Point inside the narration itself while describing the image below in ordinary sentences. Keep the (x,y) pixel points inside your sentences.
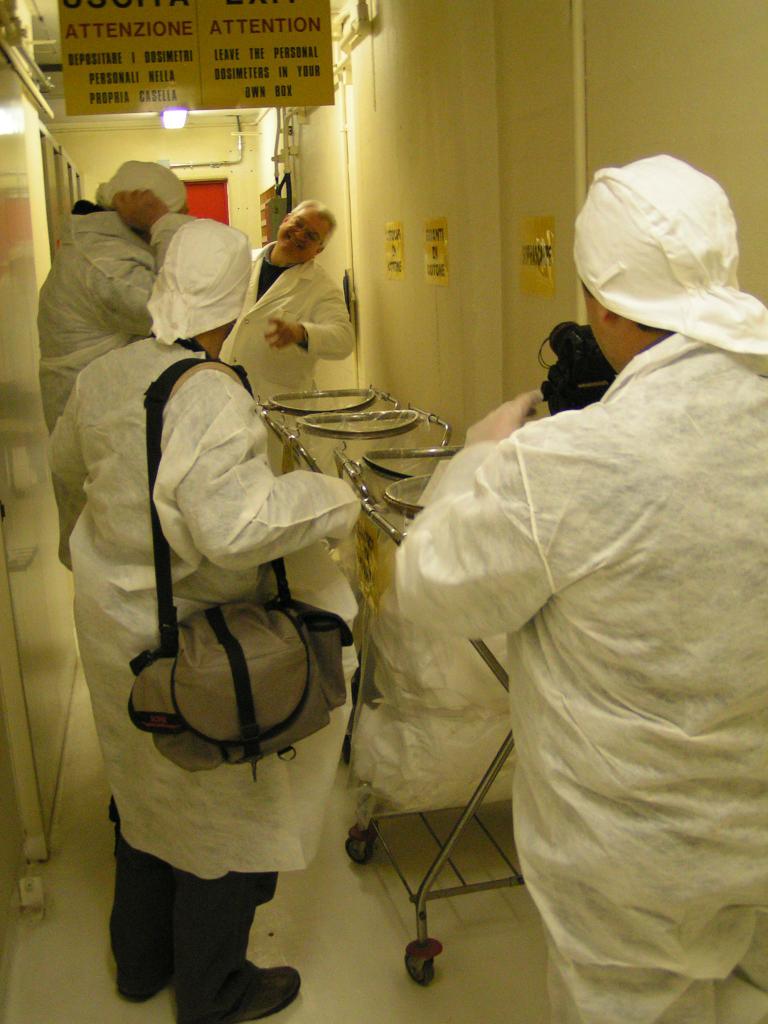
In this image there are a few people (597,566) standing on the floor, one of them is holding a bag (221,614) and the other one (653,538) is holding a camera (600,367), in front of them there is an object (387,519). On the left (21,401) and right side of the image (526,284) there is a wall (507,285) and some posters (537,275) are attached to it. At the top of the image (205,65) there is a board (146,74) with some text (136,75) and a lamp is hanging from the ceiling (215,116).
